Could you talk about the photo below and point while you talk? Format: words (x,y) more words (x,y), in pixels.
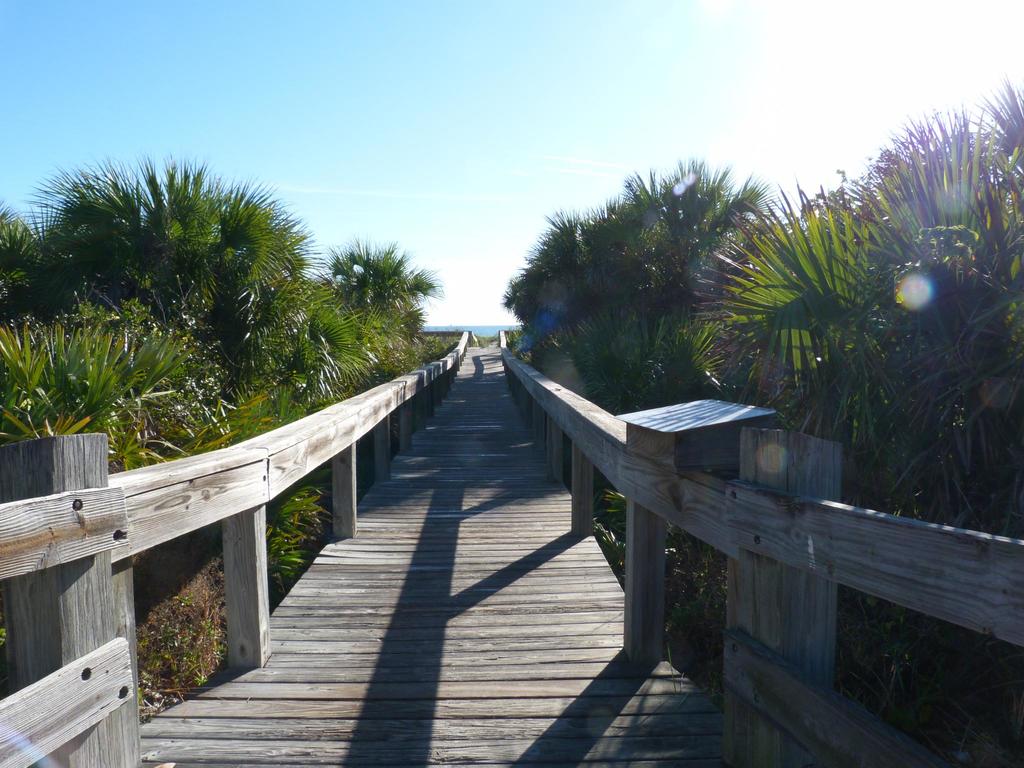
This is an outside view. At the bottom (450,588) there is a boardwalk (441,527). On the both sides of it, I can see the railings (368,432) made up of wood (383,423). On the right (924,312) and left sides of the image I can see many trees (340,341). At the top of the image (342,84) I can see the sky (370,87).
